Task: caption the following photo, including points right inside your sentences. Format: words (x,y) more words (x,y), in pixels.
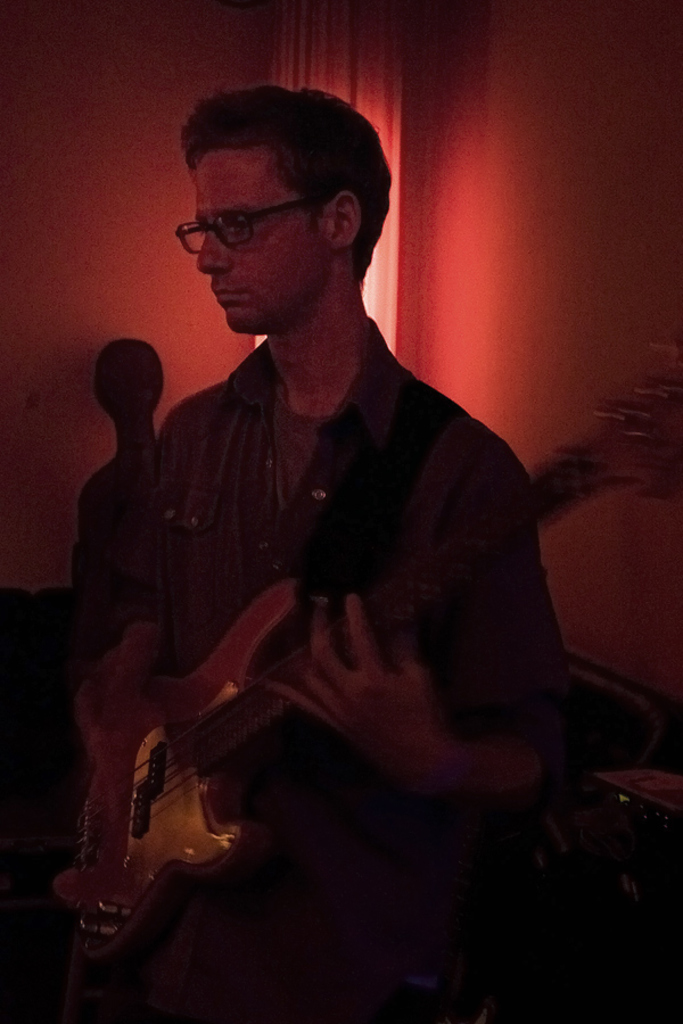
In this picture we can see a man (391,565) standing with a guitar (225,688), probably playing the guitar (97,881), he is wearing spectacles (273,206), the background of the image (115,246) is quite red.
